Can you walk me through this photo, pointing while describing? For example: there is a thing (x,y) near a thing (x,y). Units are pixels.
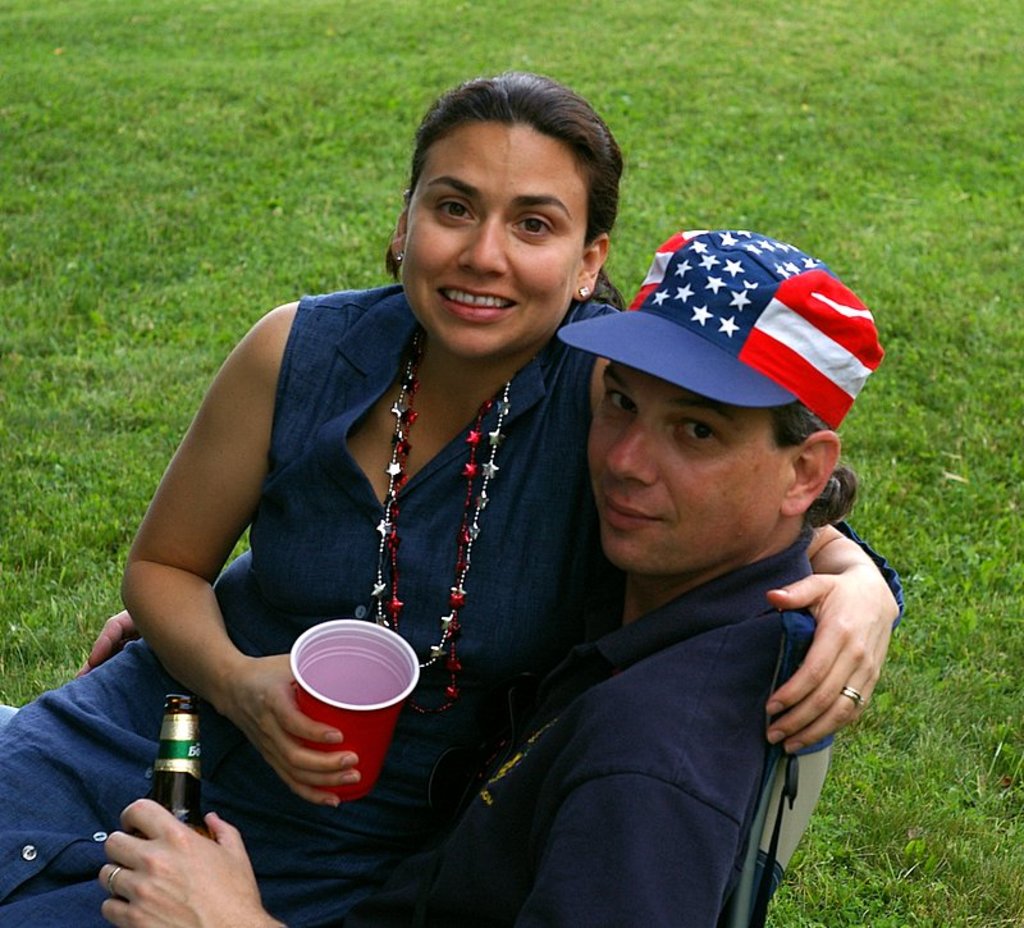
The picture is taken in a garden (968,284). There are two people (747,504) in the image. A man (653,637) is sitting on a chair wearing a cap (733,385) holding a bottle (193,792) in one hand (186,837) and a lady (191,664) in other hand (130,636). A woman (161,584) is sitting on his lap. She wore a blue dress (130,703) and chains (403,447) in her neck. She is holding a cup (393,663) in her hand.
